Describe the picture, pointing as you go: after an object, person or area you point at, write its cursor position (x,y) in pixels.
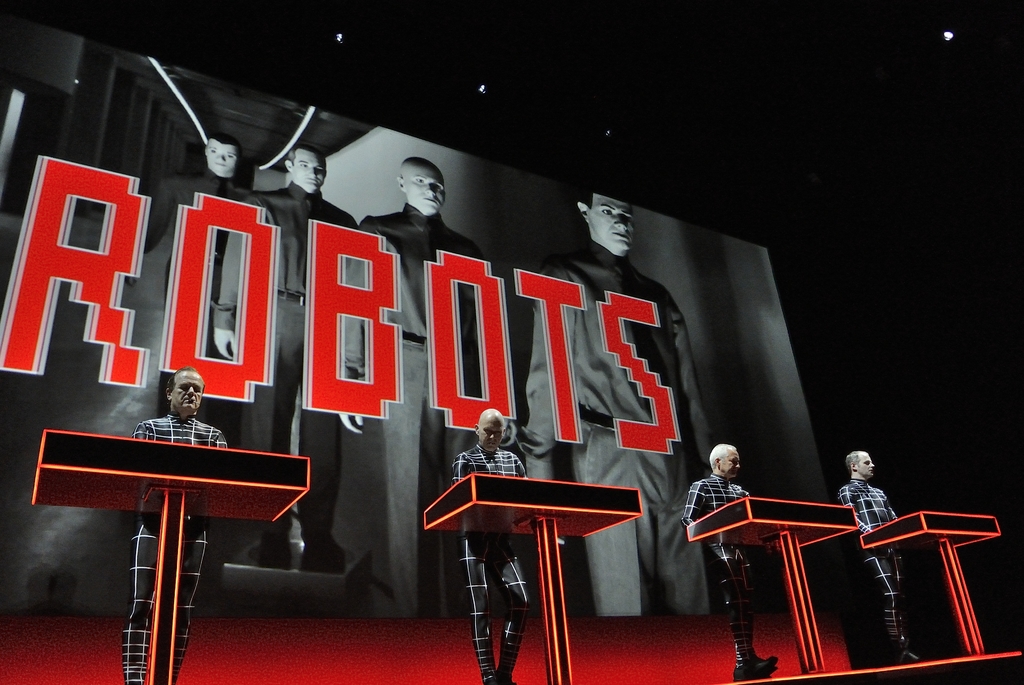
In this picture I can few men (845,491) standing and few podiums (515,501) and a advertisement hoarding (584,344) on the back (694,308) and I can see few men (220,169) and text (245,363) on the hoarding (391,186).
